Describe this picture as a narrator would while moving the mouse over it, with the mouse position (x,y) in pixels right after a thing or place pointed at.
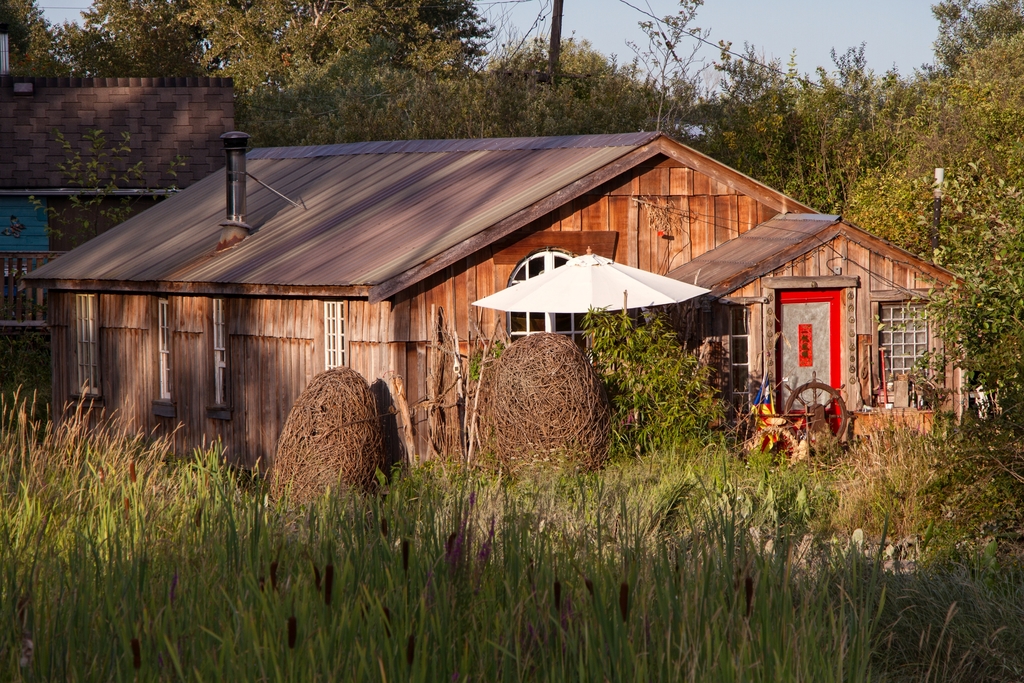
In the image there is a wooden house (380,240) and around the house (645,251) there are plenty of trees (947,80) and grass (95,556). In front of the house (746,405) there is a wheel (813,397) kept in front of the door (778,365).
